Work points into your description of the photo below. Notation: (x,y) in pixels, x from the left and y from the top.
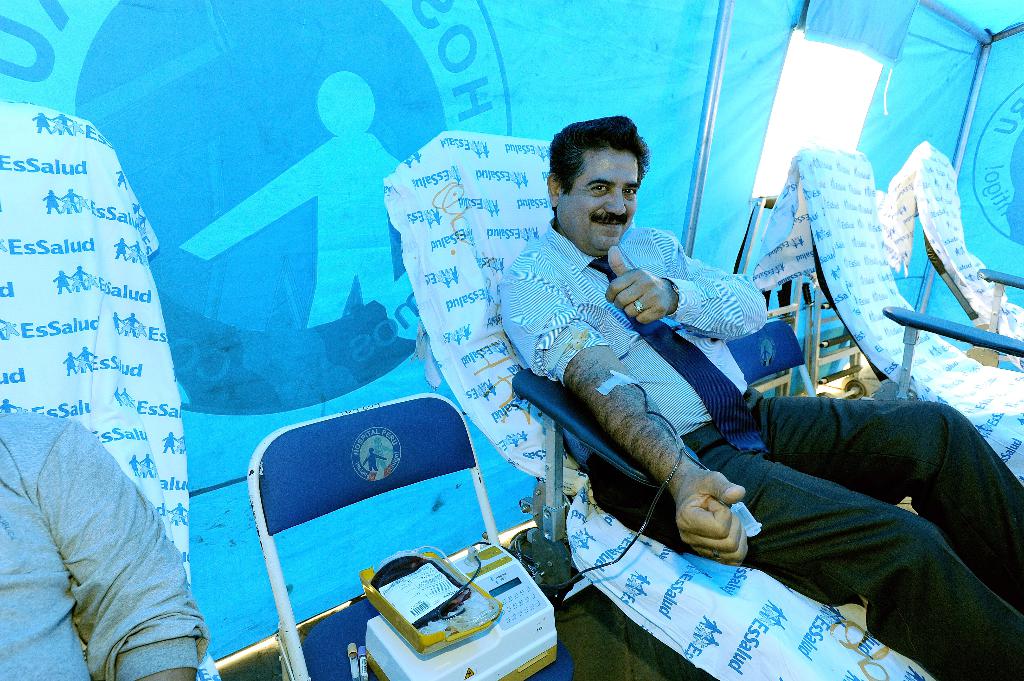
In this image I can see two people (597,391) leaning on a bed (537,211). One person (777,508) is donating blood (467,582) and showing his thumb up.
